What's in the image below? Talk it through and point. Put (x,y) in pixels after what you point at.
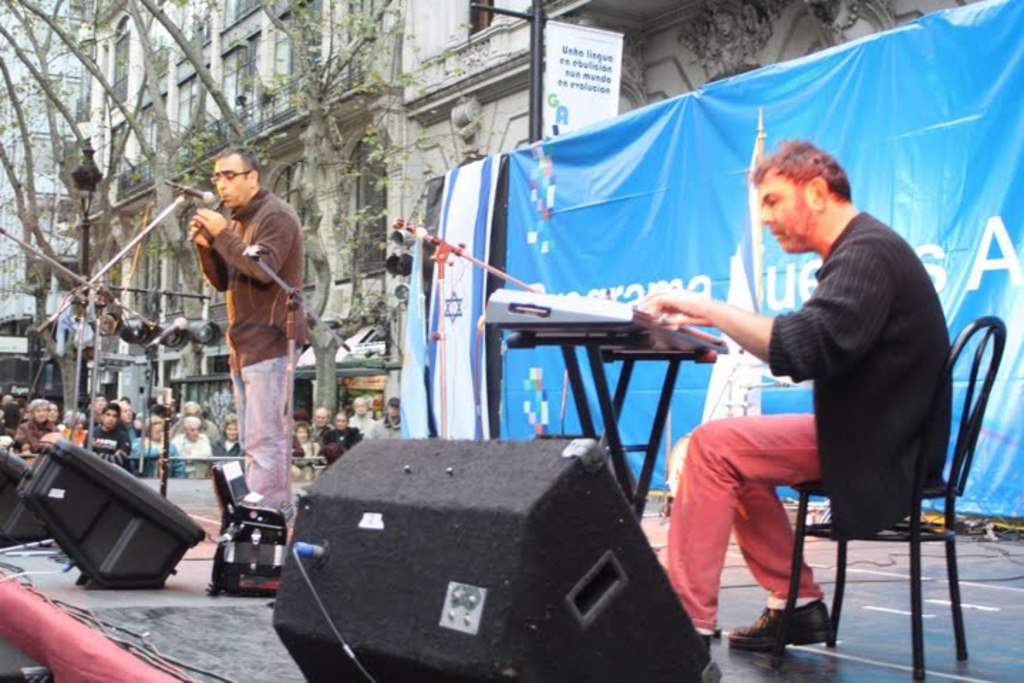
In the picture I can see two men (255,353) on the stage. I can see one of them sitting on the chair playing the piano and the other man (270,428) standing on the stage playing the musical instrument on the microphone (182,182). I can see the spectators (217,436) on the side of the stage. In the background (391,353), I can see the buildings (387,81) and trees (327,162). I can see the banner (938,222) on the top right side (868,110).
